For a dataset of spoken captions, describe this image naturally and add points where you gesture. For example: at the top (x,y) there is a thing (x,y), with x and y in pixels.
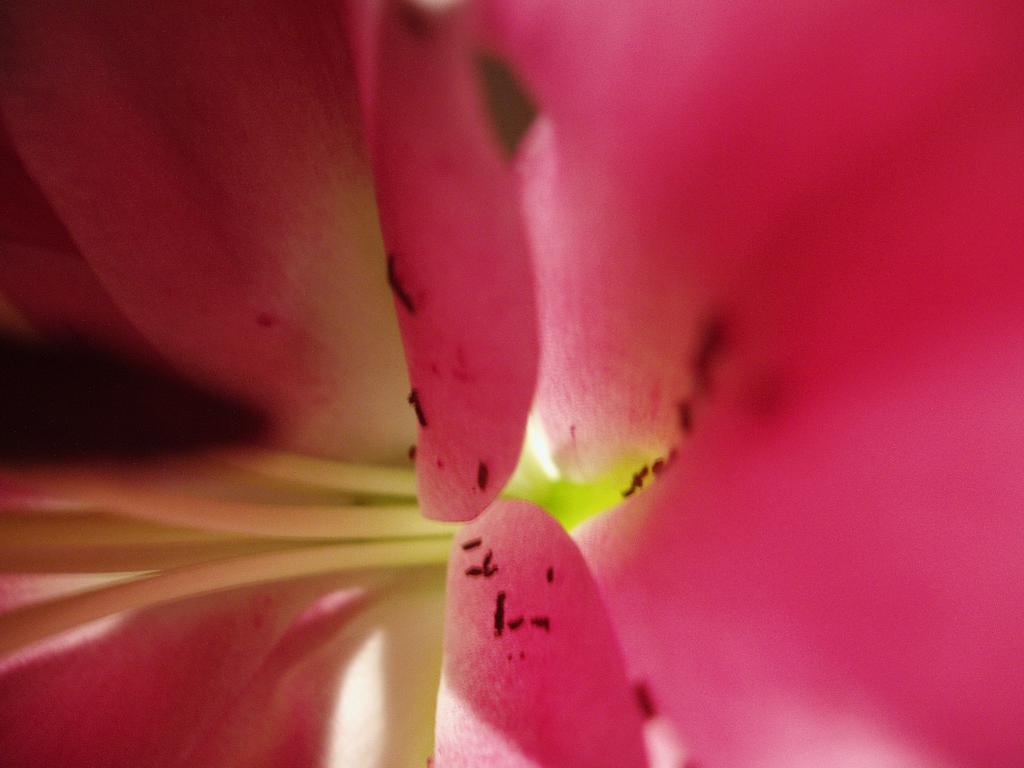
In this picture we can see a Lily flower petals (421,299).
